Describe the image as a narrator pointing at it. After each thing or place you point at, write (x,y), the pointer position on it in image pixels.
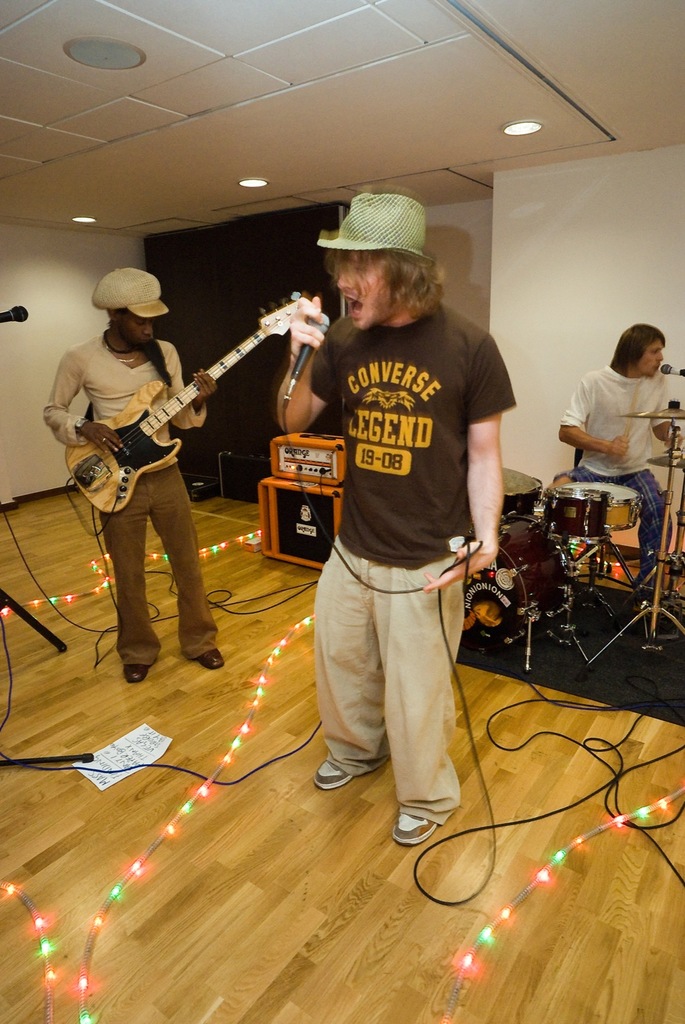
In the picture we can see a man (456,584) singing a song in the microphone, he is wearing a brown T-shirt (323,364), in the background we can see a person (95,347) holding a guitar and playing it and other person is playing drums (472,642) and he is wearing a white T-shirt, in the background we can see a white wall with orange sound boxes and to the ceiling (483,139) they are lights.
